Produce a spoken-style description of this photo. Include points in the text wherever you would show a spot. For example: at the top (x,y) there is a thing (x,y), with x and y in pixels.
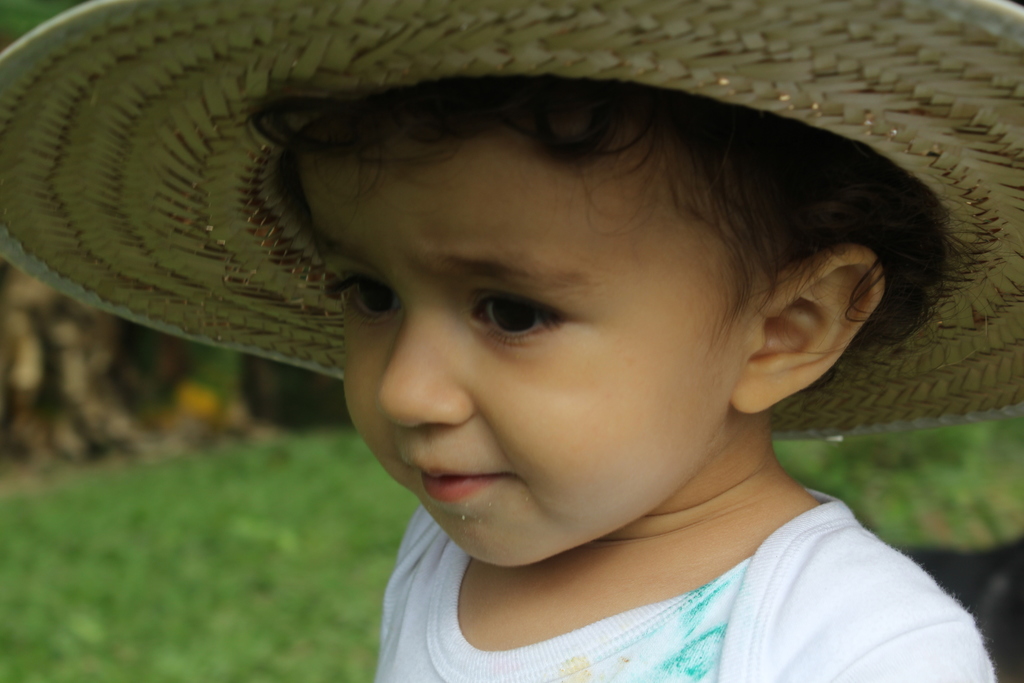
In this image in the front (588,365) there is a boy (644,588) wearing a hat (298,76). In the background (264,467) there is grass (306,511) on the ground (951,539).
